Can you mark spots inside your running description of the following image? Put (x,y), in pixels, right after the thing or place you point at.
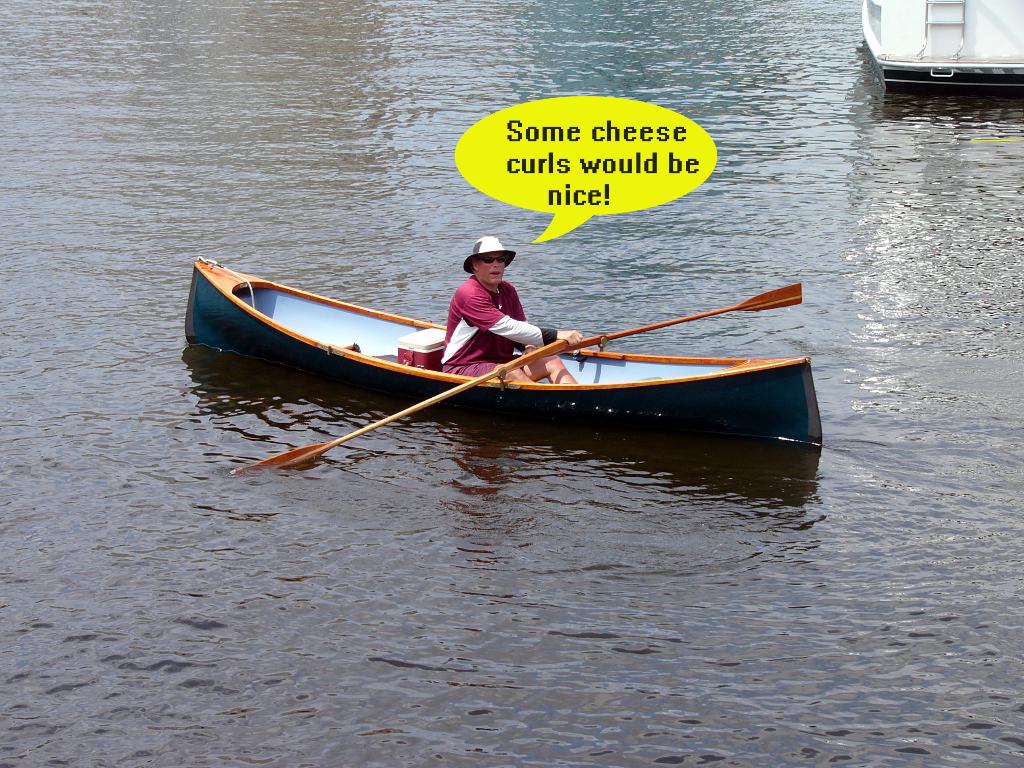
In the image in the center (453,376), we can see one boat (406,330). In the boat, we can see one person (492,305) sitting and holding the paddle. In the background (632,89) we can see water (794,42) and the boat (874,37).
